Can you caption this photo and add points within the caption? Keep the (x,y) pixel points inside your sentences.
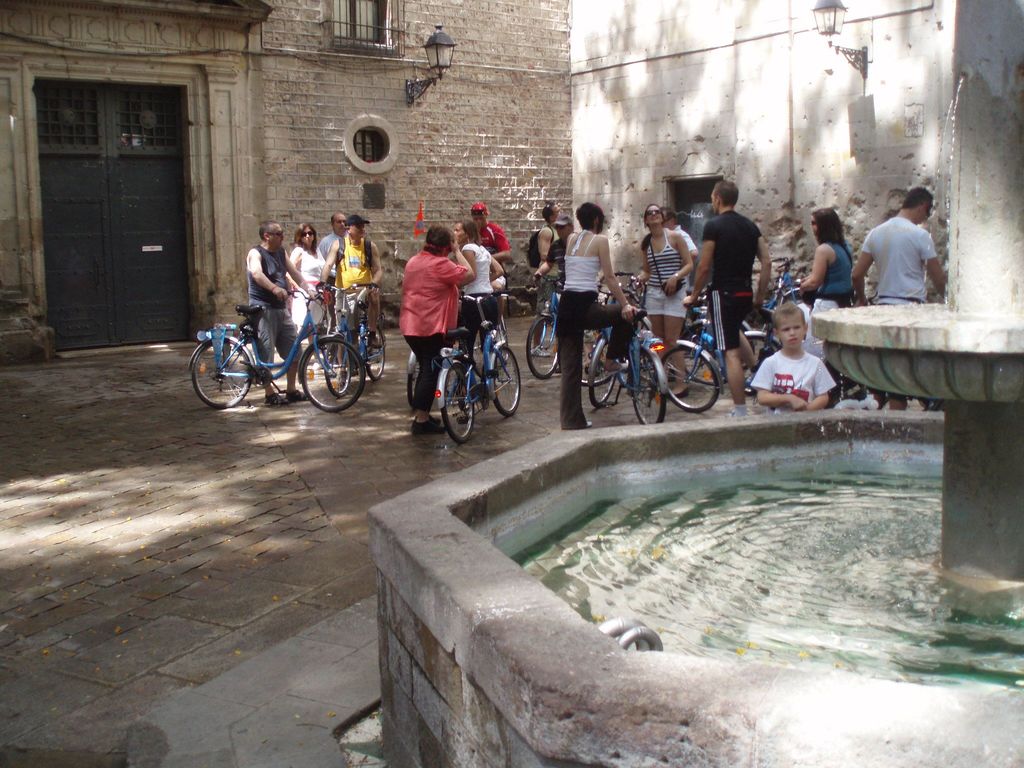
On the right side of the picture (873,454), we see a fountain (786,565). Behind that, we see people (279,307) standing beside the bicycles (690,349). The man (374,260) in yellow T-shirt (356,259) is riding a bicycle (345,294). Behind them, we see buildings (548,113) and street lights (446,45). On the left side of the picture (122,224), we see a door (109,245) in black color.
